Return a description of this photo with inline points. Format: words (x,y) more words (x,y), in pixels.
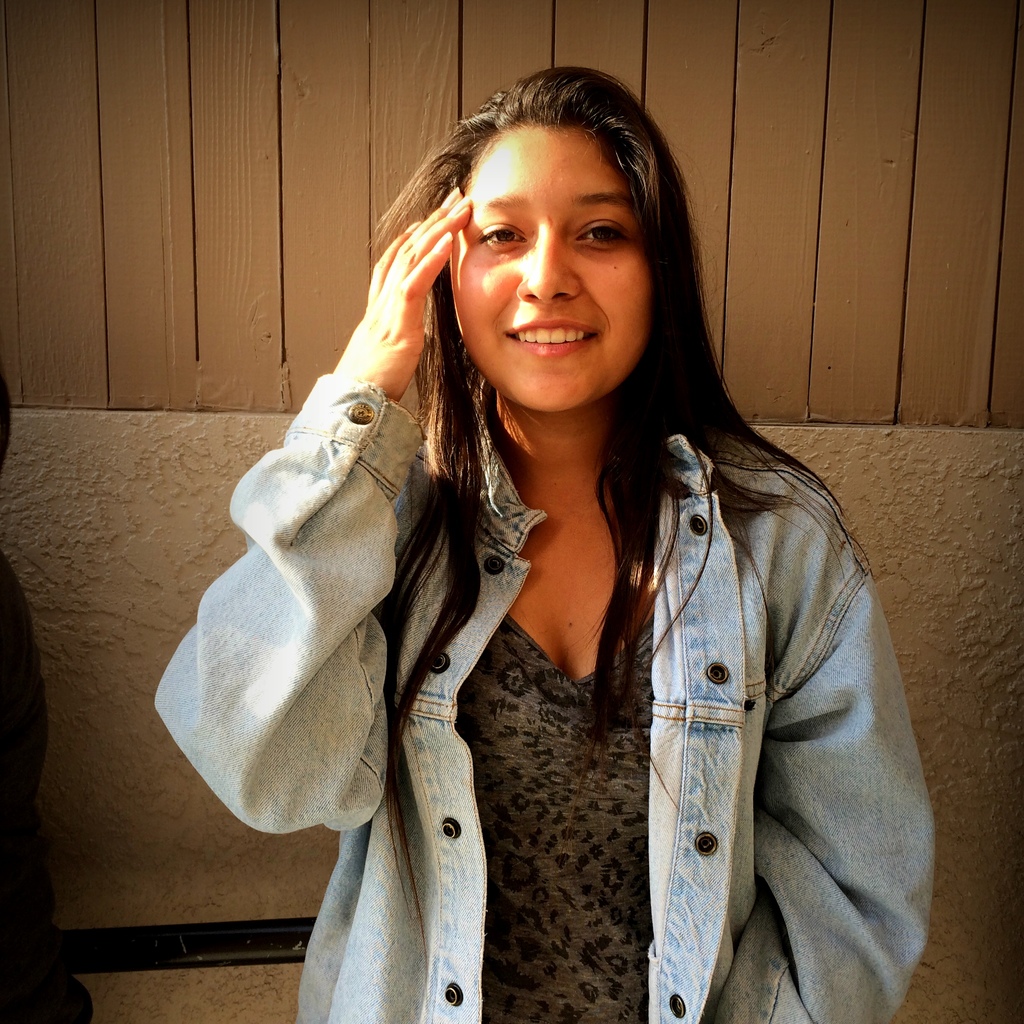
In this image we can see a woman (524,692) wearing a jeans jacket (359,656) and smiling, in the background (59,698) we can see the wall (261,367).
